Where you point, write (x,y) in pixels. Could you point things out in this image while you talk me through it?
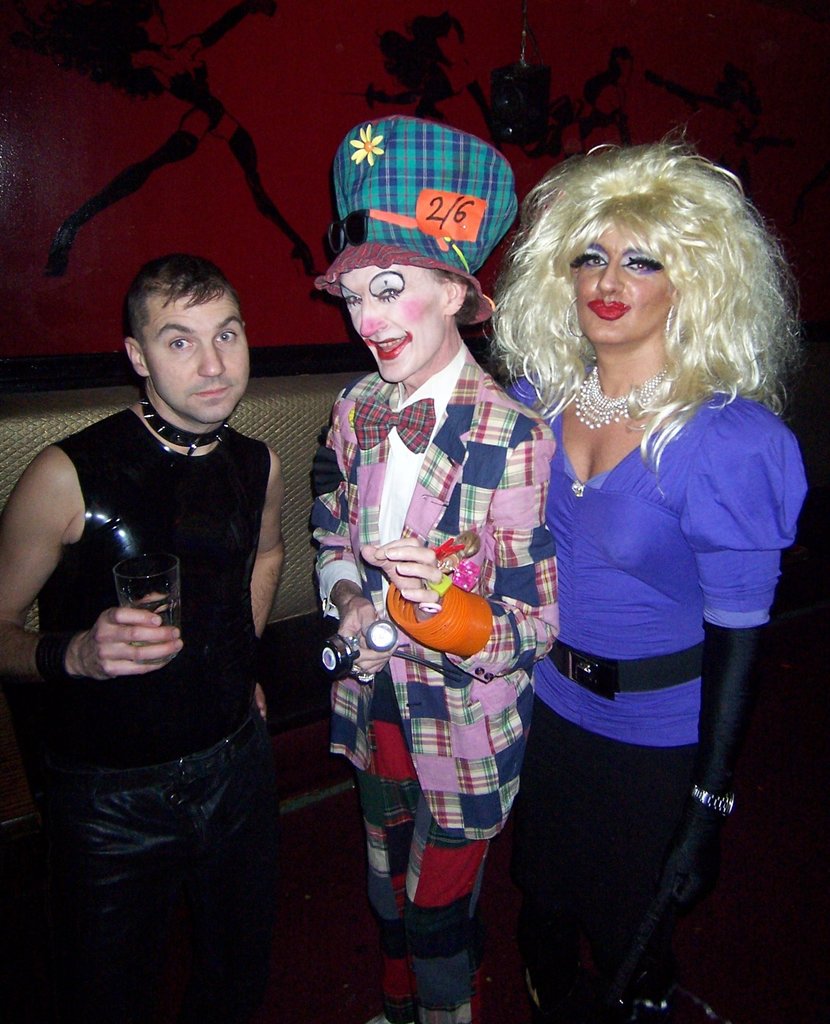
In the image few people (155,305) are standing and holding something in their hands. Behind them there is wall (586,79), on the wall (458,41) there is painting (82,58).
